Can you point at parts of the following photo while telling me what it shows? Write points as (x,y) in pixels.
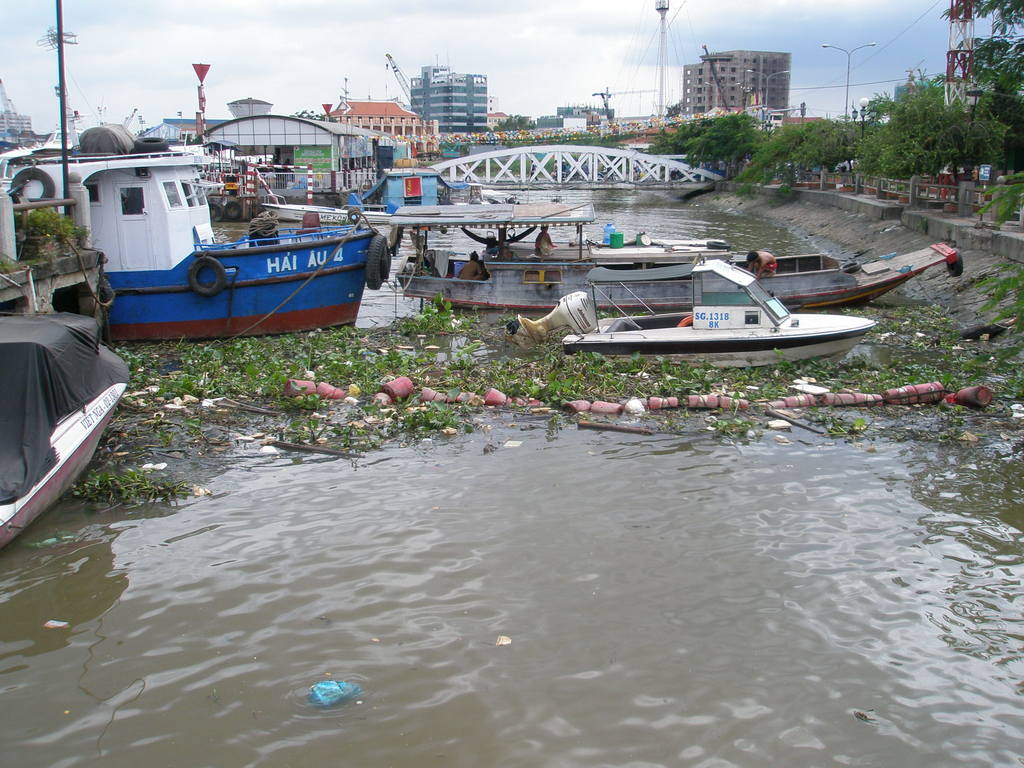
In this picture we can see so many ships (265,270) in a lake (527,547) and few buildings (456,84) and trees (898,132).
